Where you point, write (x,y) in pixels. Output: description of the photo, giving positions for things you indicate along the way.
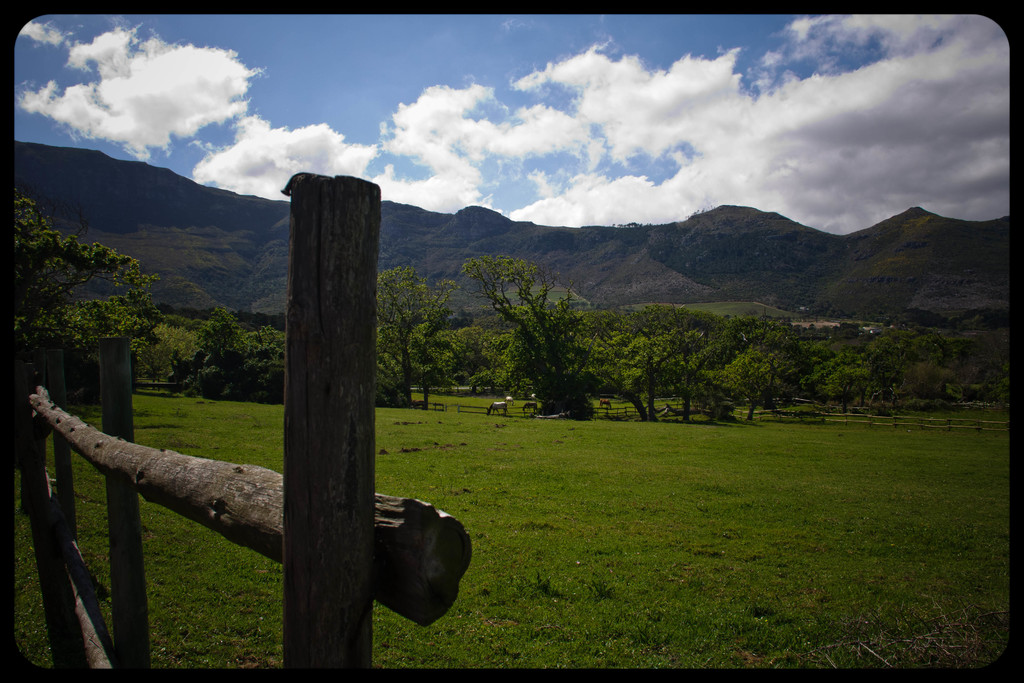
It looks like an edited image. We can see there are wooden fences (328,239), animals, trees (596,332), hills (650,268) and the sky (715,127).
